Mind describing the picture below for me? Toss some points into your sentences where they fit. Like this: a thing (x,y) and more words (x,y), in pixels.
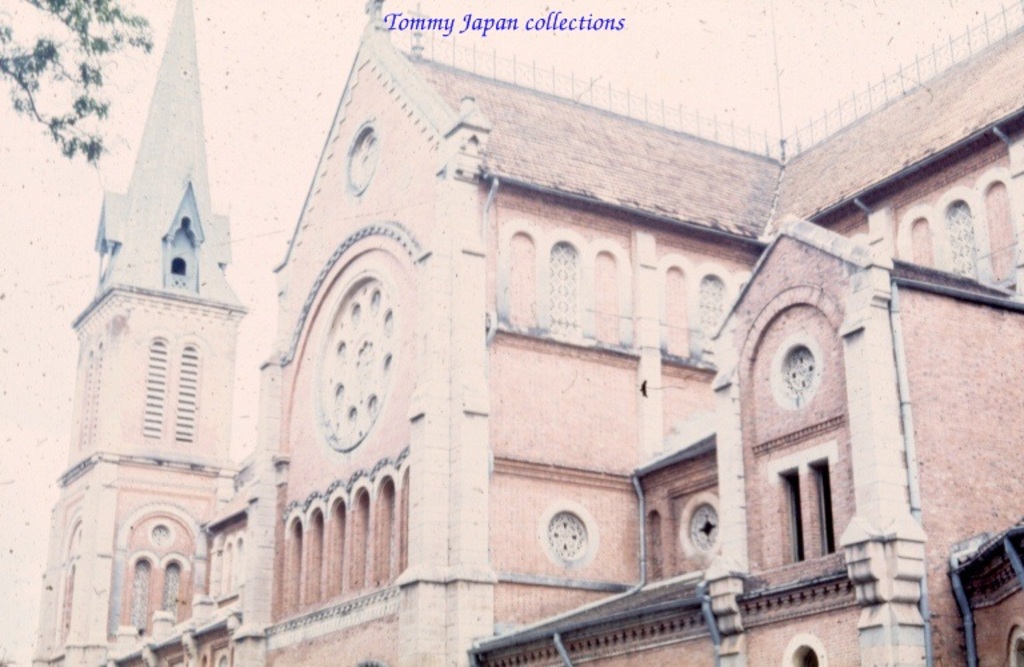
In this image we can see some buildings (552,369), tree (83,28), windows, also we can see some text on the image.
